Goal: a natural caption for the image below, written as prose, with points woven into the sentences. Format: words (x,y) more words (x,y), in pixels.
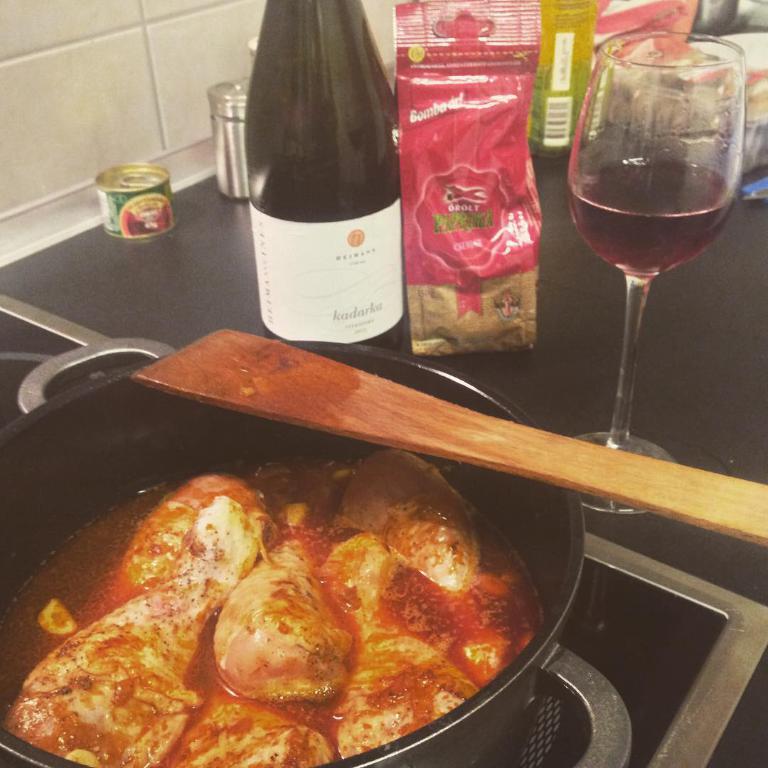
On a stove (681,664) there is a bowl (476,723) with food (266,582) in it and a stick (384,429). Beside it there are bottle (364,224), glass (635,191) with liquid (626,238), food packets (465,85), etc.
